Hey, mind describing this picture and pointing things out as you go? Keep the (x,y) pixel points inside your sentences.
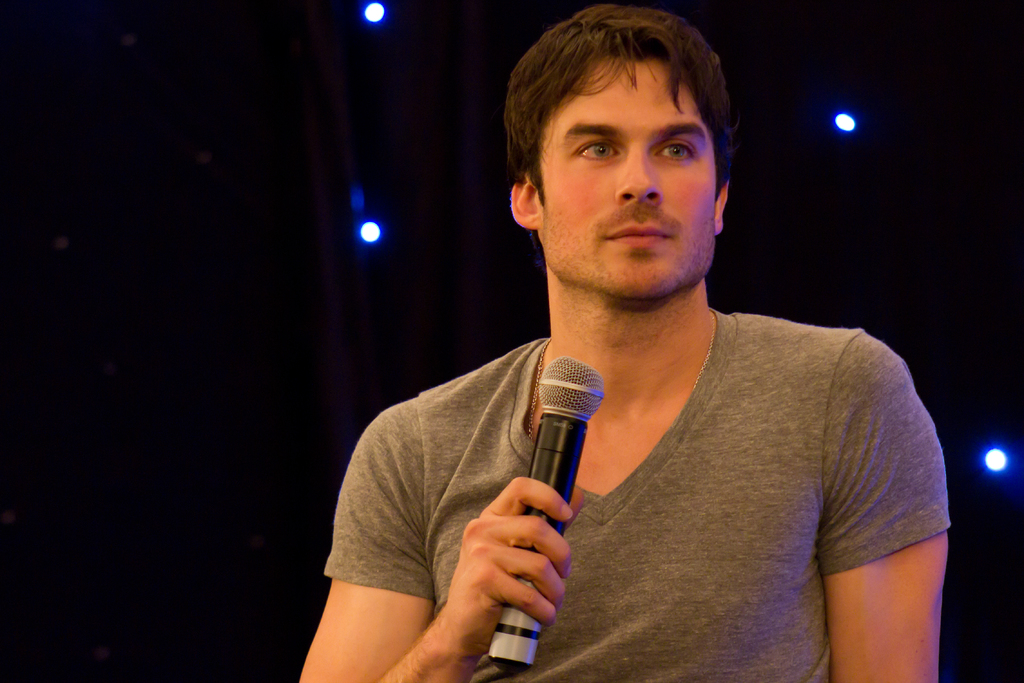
A man (672,478) with grey t-shirt (672,508) is holding a mic (552,454) in his right hand (456,603). And there are some lights (841,116) in the background (850,123).
